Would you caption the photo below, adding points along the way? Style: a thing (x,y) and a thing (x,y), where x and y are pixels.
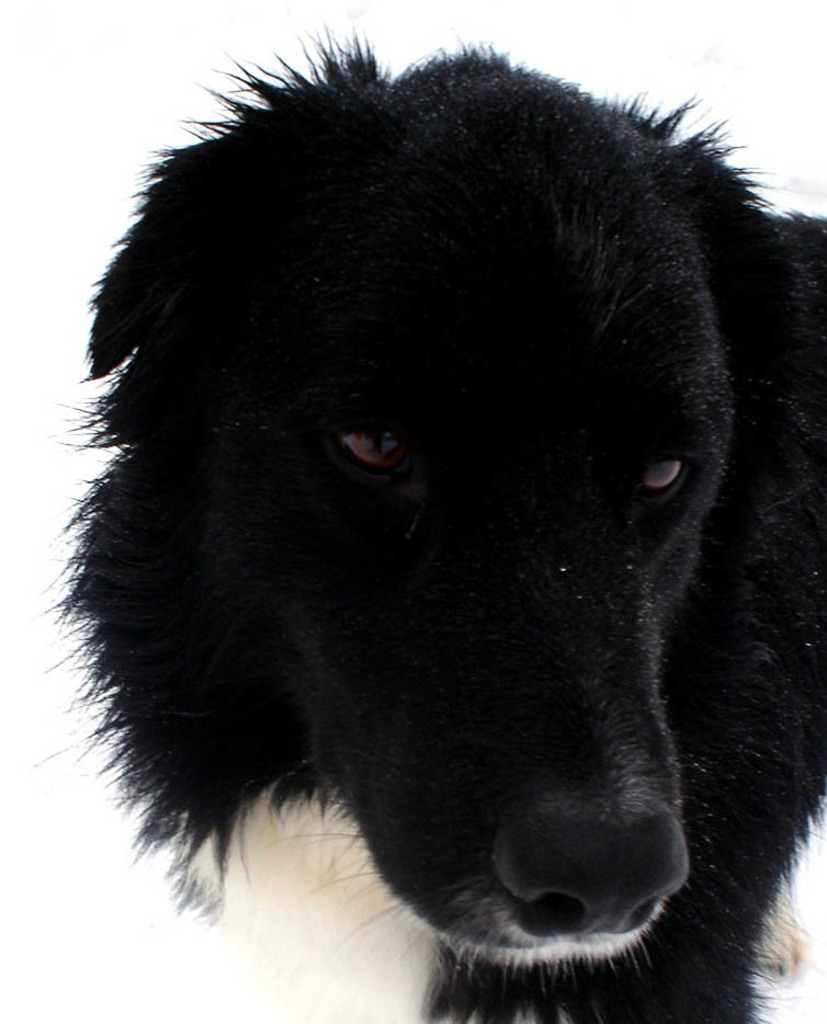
There is a black color dog (464,698). In the background (58,732) it is white.
